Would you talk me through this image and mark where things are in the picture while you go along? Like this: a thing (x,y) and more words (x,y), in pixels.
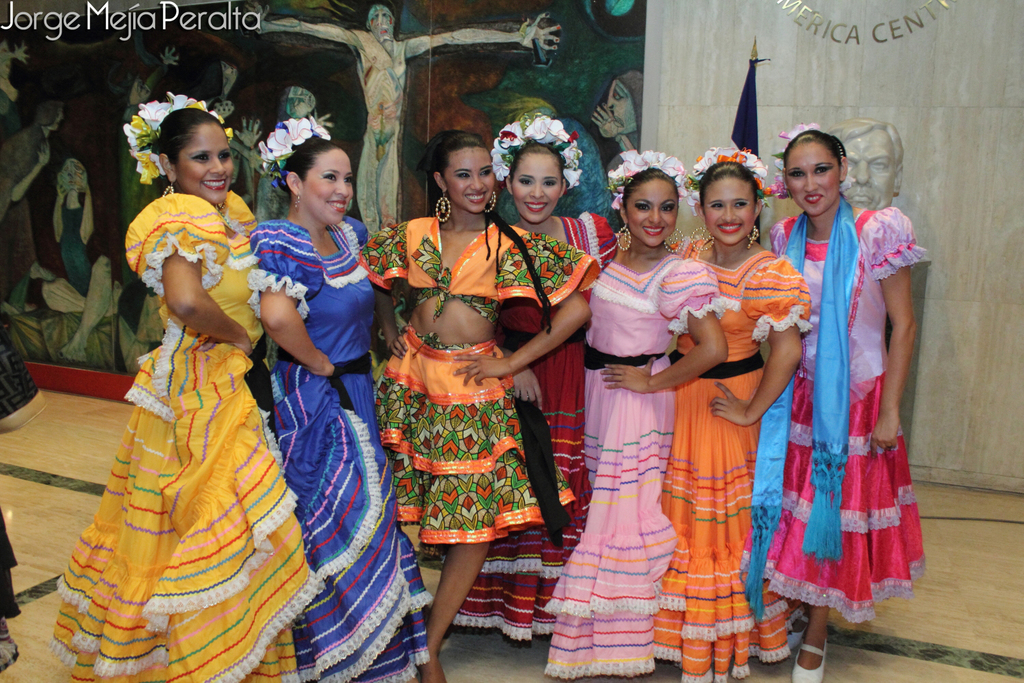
As we can see in the image in the front (363,503) there are group of people (487,299) standing and in the background (413,102) there is a banner (382,105), flag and a white color wall (901,121).
